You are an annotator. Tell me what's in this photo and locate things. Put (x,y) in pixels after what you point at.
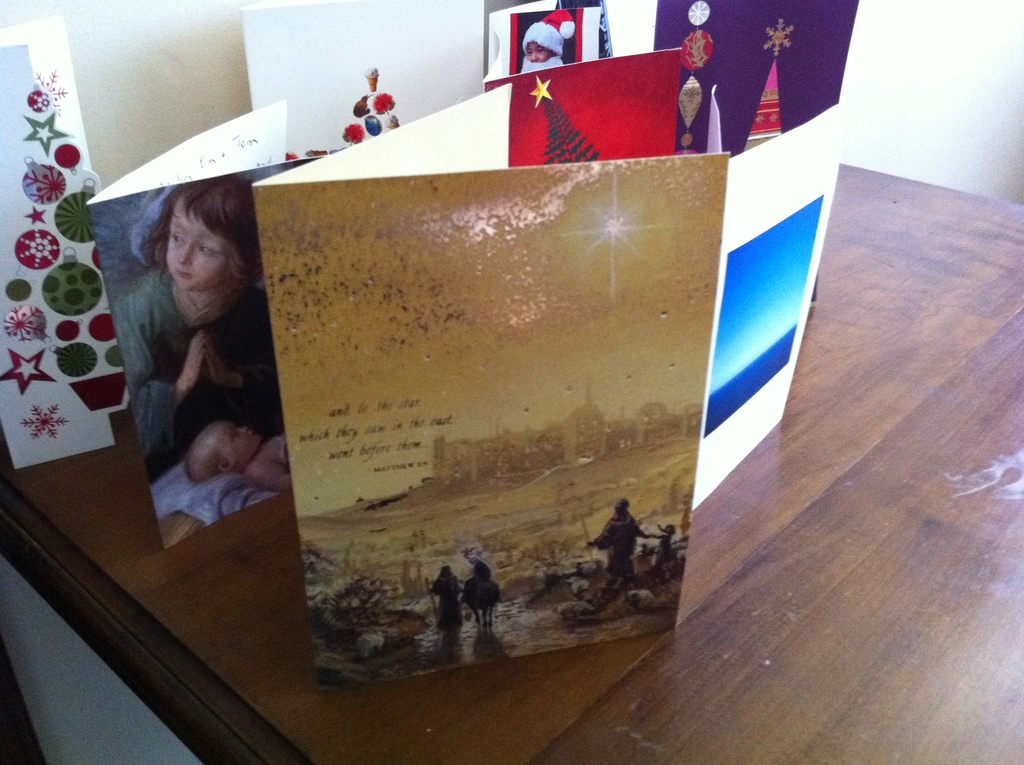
This picture seems to be clicked inside the room (114,716). In the foreground (175,581) there is a wooden table (882,563) on the top of which we can see the cards (7,150) with the depictions (601,285) and the text (379,423) on it. In the foreground (610,497) we can see the depictions (484,580) of group of people (622,554) and the depictions (587,318) of the sky (564,320), buildings (578,429) and some other objects (460,512). On the left (187,222) we can see the depiction (185,294) of a person (181,370) and the depiction (234,445) of an infant (256,461) seems to be sleeping on an object (212,490). In the background (531,53) we can see the depiction (543,48) of a Santa Claus (563,43) and the depictions (571,143) of the Christmas tree (562,130) and some other objects (374,123). In the background (195,53) we can see the wall (199,76).
